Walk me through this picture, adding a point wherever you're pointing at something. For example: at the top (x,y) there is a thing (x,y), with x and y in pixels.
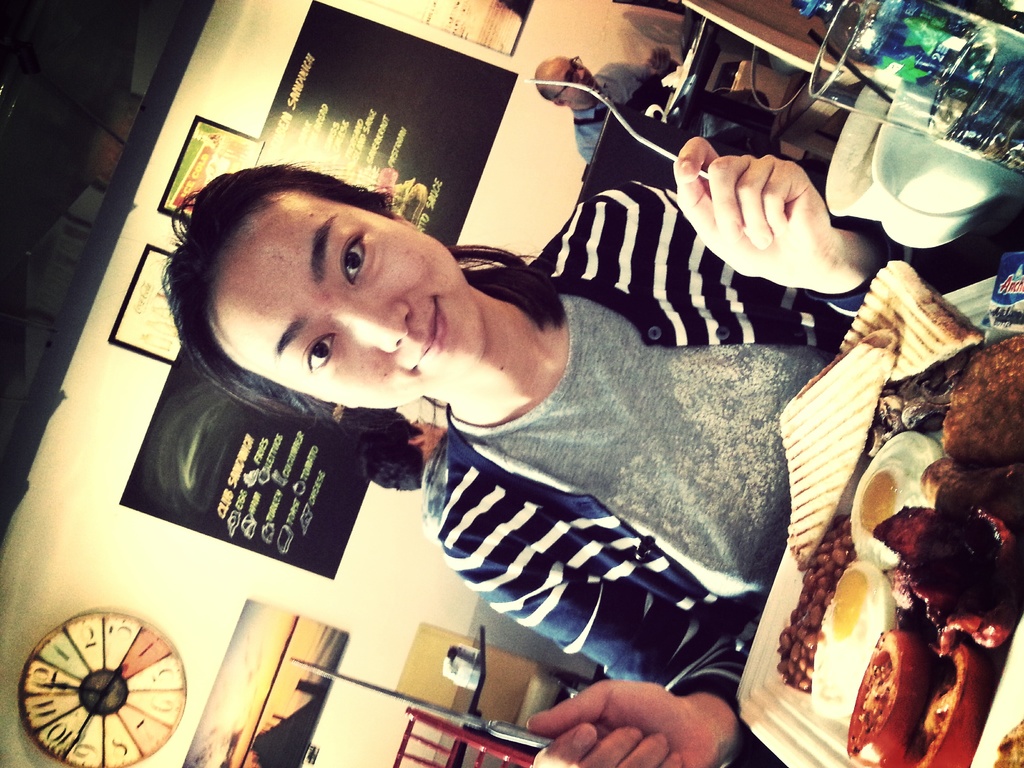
In this image, we can see people (601,223) wearing clothes (662,501). There is a plate (839,739) in the bottom right of the image (951,744) contains some food (906,533). There is a glass (897,110) and cup (861,183) in the top right of the image (923,114). There is a clock (177,724) and scenery (280,660) in the bottom left of the image (207,725). In the background (403,150), we can see some text (305,121). There is a person (381,367) in the middle of the image (582,283) holding a knife (499,729) and fork (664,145) with her hands (686,197).
